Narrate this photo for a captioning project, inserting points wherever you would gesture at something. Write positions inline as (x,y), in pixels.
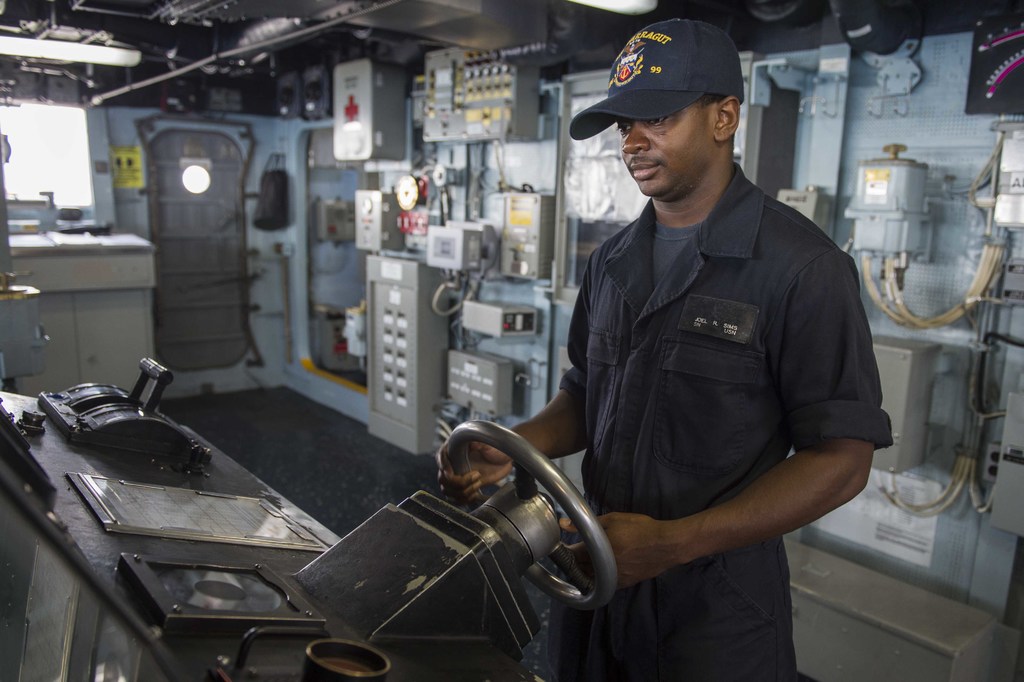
In this picture we can observe a person (607,394) wearing a black color dress (673,332) and a cap (662,98) on his head (671,148). The person (638,453) is holding steering (540,503). In the background (493,244) we can observe an equipment (928,213). There is a door (216,196) on the left side (222,241). We can observe white color cupboards (83,330).
